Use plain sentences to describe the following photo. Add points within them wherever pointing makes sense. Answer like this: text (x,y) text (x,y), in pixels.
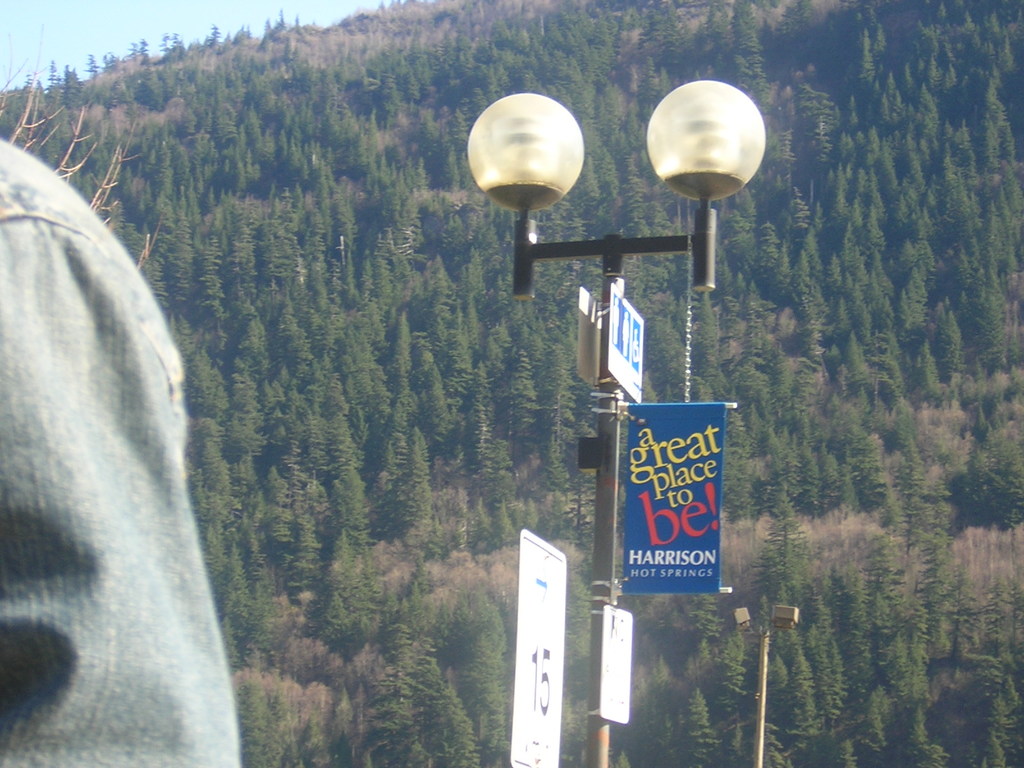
In the picture I can see the decorative light pole (697,181). I can see a banner (655,566) on the pole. It is looking like a white sign board (529,717) at the bottom of the picture (556,683). I can see the clothes (79,412) of a person (19,576) on the left side (135,577). In the background (462,635), I can see the trees (763,440).
